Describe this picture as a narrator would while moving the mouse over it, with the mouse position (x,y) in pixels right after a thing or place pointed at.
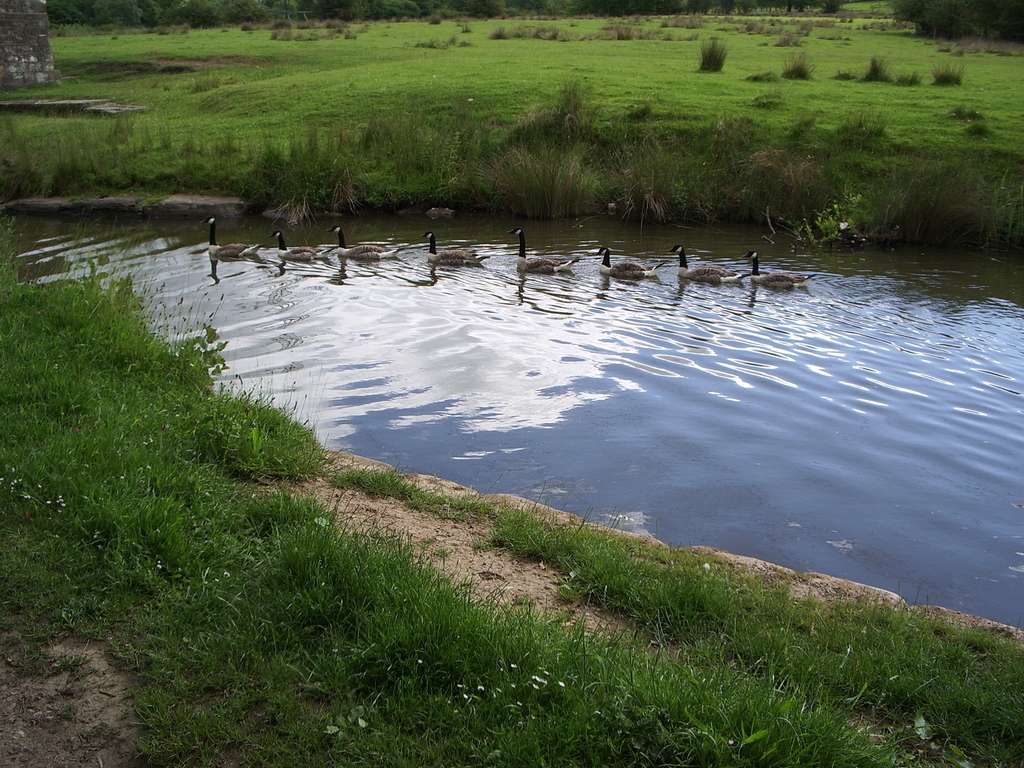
In this image at the center (473,281) there are geese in the water (446,318) and we can see grass (557,90) on the surface (575,56). In the background (137,11) there are trees (212,2).
